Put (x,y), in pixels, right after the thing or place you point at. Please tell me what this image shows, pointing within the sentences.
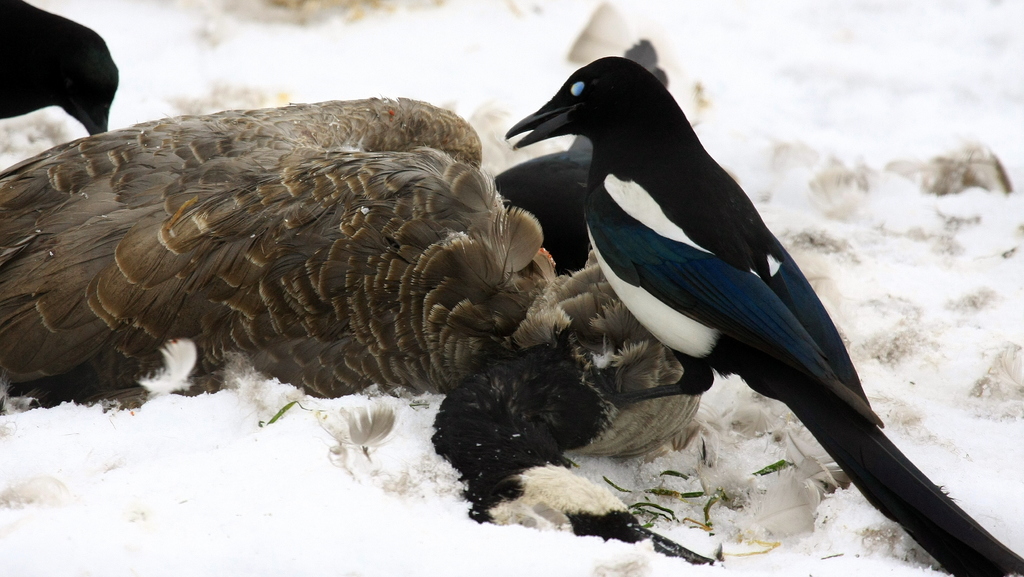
In this image I can see few birds (559,327) on the snow (694,485). One bird (409,301) is laying.
